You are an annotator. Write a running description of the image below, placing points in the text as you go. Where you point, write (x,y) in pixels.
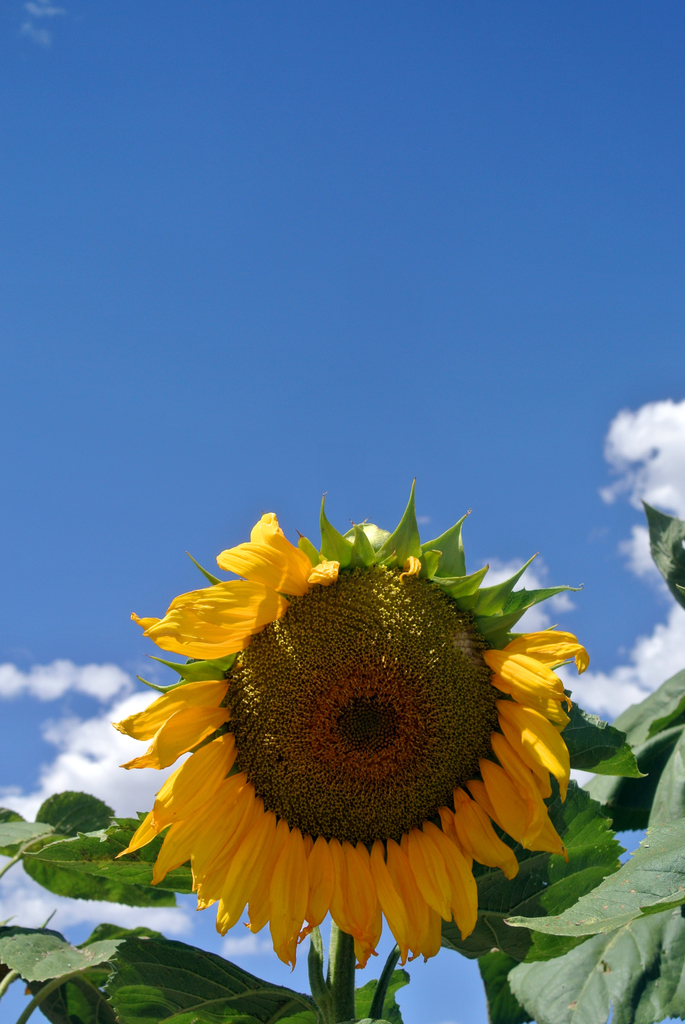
In this image there is a plant (302,866) having a flower (304,724) and few leaves (620,960). Background (12,263) there is sky (442,480) with some clouds (678,479).
